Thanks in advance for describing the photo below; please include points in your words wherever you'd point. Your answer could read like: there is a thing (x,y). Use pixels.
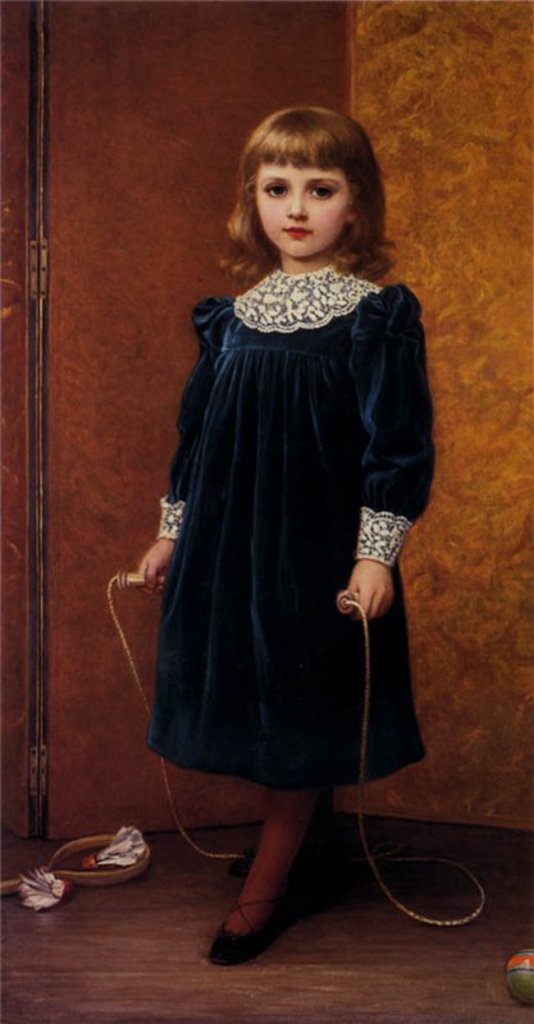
In this picture, it seems like a depiction of a small girl (377,649) holding a rope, there is a racket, shuttlecocks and a ball (533,968) on the floor (441,971) in the foreground (22,898).
